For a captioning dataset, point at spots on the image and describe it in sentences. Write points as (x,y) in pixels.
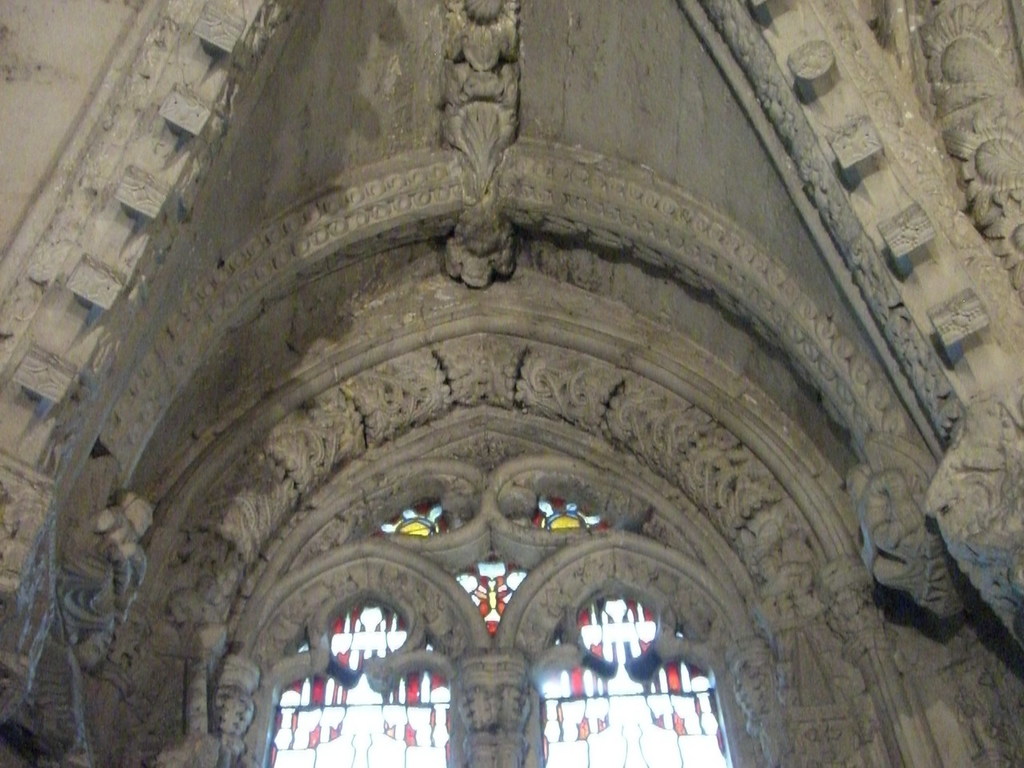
In this image I see the wall (463,293) which is of brown in color and I see designs (765,438) on it and I see the windows (279,711) over here.
